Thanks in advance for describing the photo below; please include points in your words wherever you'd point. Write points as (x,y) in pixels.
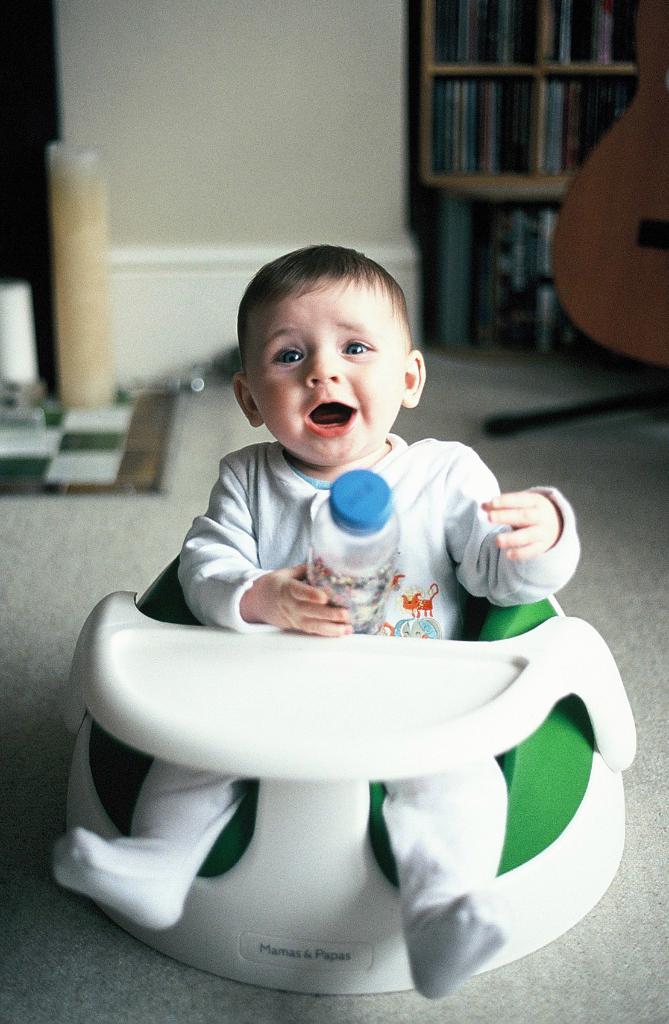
In this picture we can see a baby (260,546) holding a bottle (370,476), sitting on a chair (254,955) and this chair (447,760) is on the floor (50,621) and in the background (508,17) we can see books (475,41) in racks (429,161) and some objects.
